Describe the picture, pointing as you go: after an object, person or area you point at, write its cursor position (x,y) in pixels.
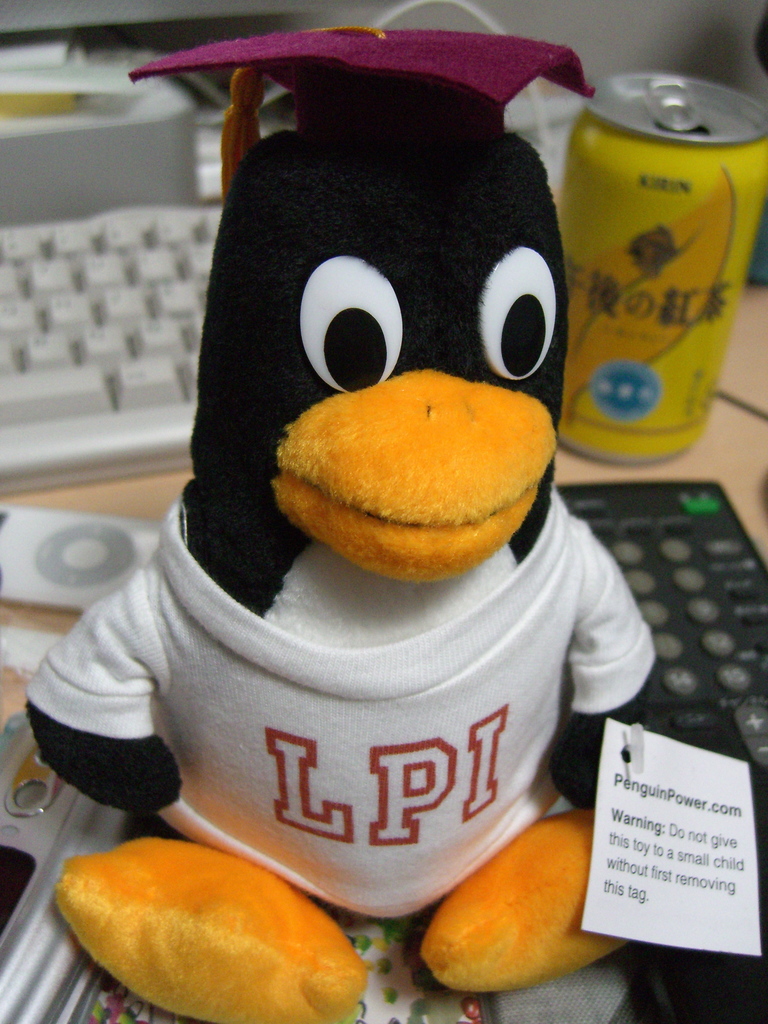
In this image there is a toy penguin (287,493) with a shirt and a hat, remotes (748,677), tin (579,410), keyboard (61,451), and there are some objects (6,135) on the table (673,480).
